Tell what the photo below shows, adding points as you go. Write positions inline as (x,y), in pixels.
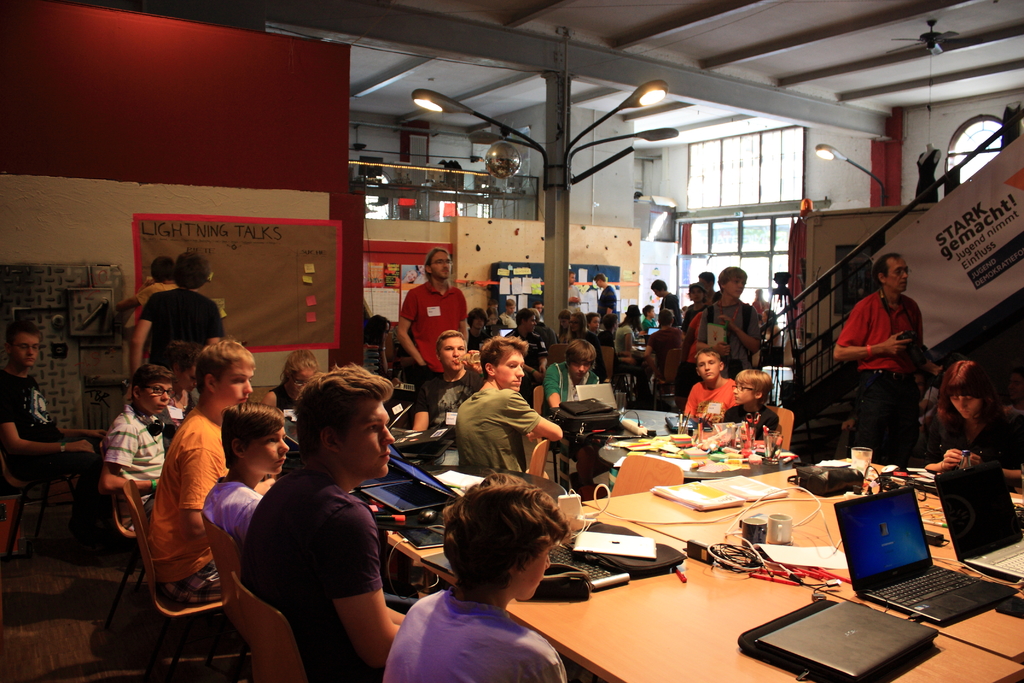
It looks like some workshop (517,315), there are a lot of people (488,349) sitting around the tables (1010,638) and on the tables (647,659) there are many laptops (892,520), cups (757,533), papers (765,495), books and other objects (712,461). On the left side (138,270) there is chart (141,226) stick to the wall (308,181) and two people (176,294) were standing in front of the chart (274,306) and on the right side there are few lights (613,110) were fit to the pole (550,284) in between the room (515,259) and behind the pole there are few notice boards (542,285) and some people (672,324) were sitting in front those boards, on the right side (939,166) there is a mannequin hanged to the fan (919,45) and beside the mannequin (921,164) there are stairs (820,298) upwards.
